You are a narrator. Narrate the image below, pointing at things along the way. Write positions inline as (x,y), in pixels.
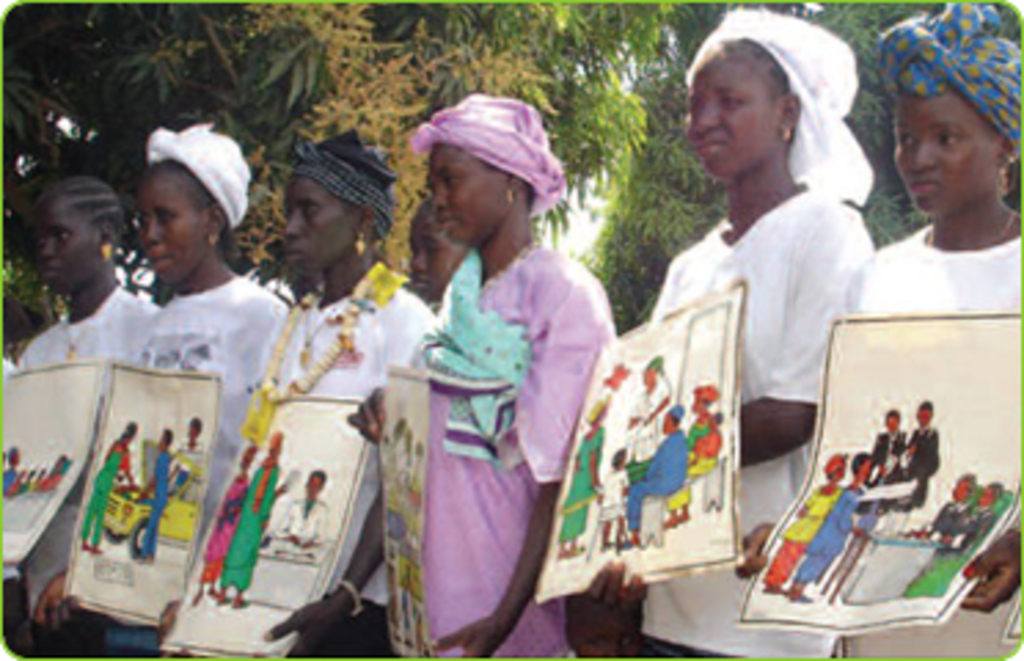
In this image there are a few people (486,324) standing and holding some papers (321,435) with some paintings (288,467) in it. In the background (629,75) there are trees (506,68).
